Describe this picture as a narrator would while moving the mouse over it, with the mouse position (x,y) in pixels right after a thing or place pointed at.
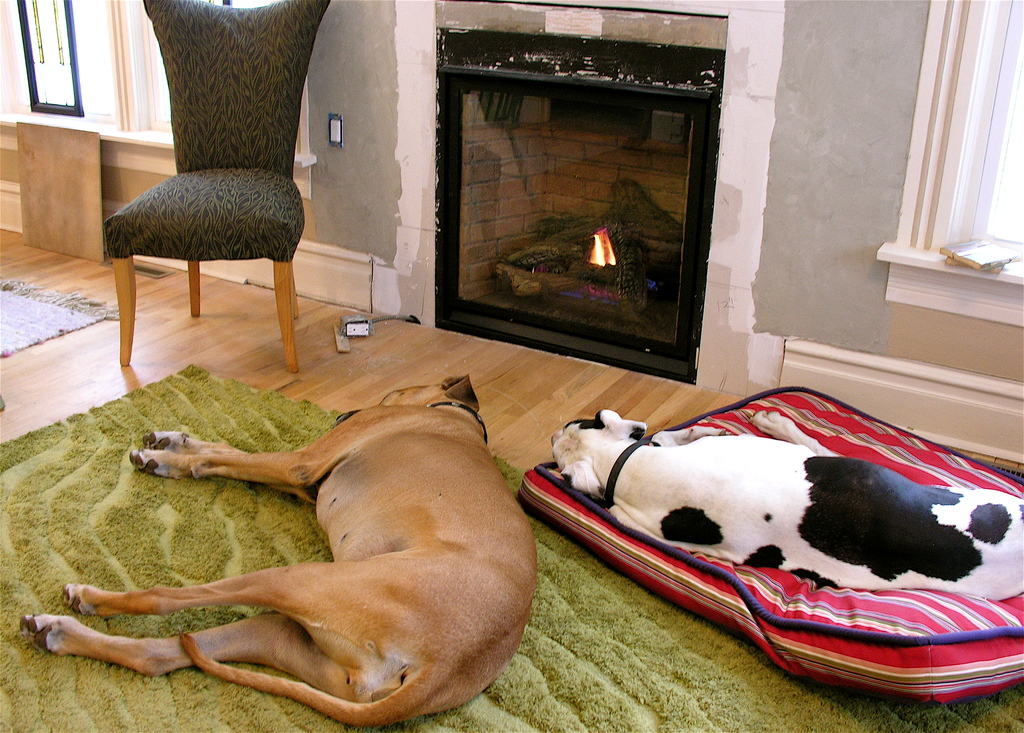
In this image i can see two dogs (742,511) which are sleeping on the floor (230,310) and at the top of the image (281,123) there is a chair (282,221).
